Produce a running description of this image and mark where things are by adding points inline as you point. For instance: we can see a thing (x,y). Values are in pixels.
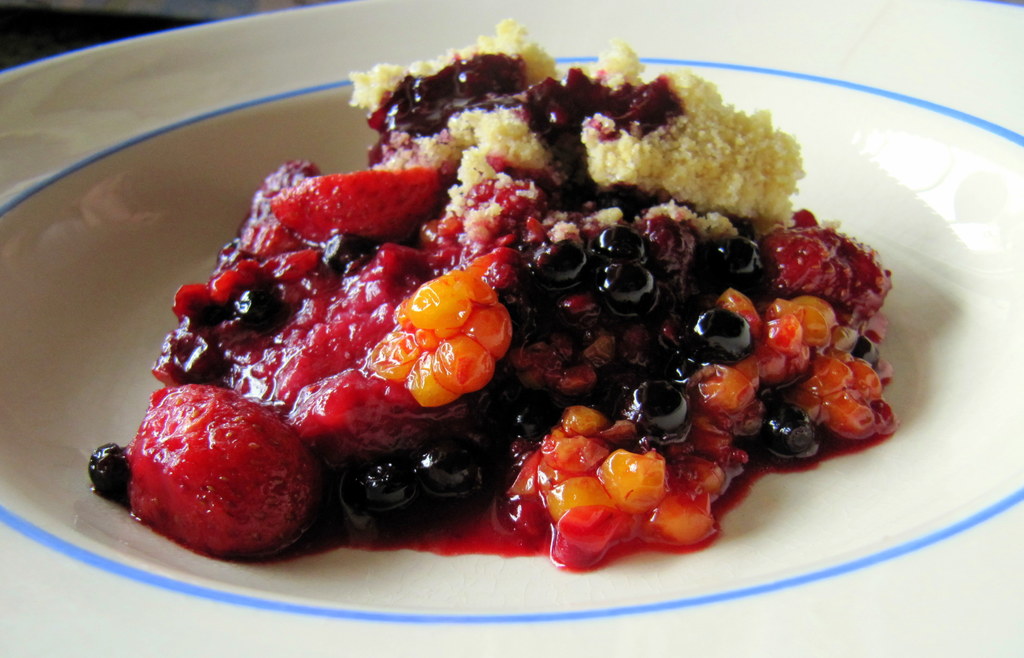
In this image there is a plate (401,596). In the plate (430,614) there is some food (508,439). On the food (549,339) there is a crumble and some sauce (562,165).
